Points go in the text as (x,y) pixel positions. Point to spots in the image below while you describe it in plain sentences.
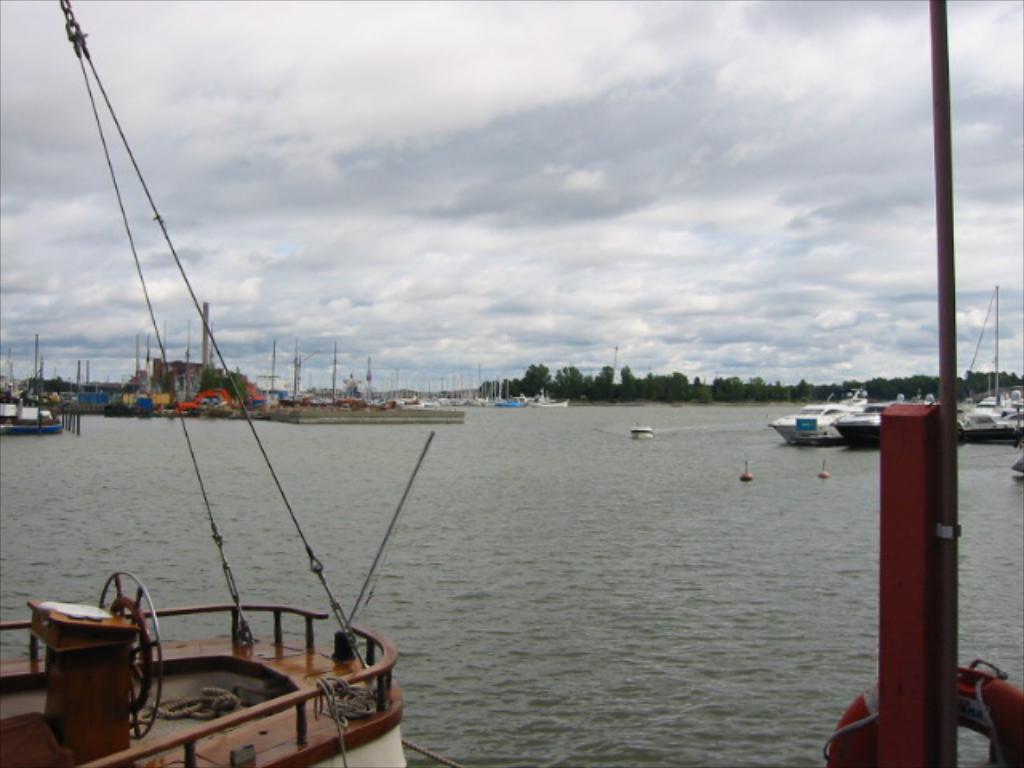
In this image I can see water (358,557) and on it I can see number of boats (854,403). In the background (567,391) I can see number of trees (793,393), clouds (566,317) and the sky (612,283).
